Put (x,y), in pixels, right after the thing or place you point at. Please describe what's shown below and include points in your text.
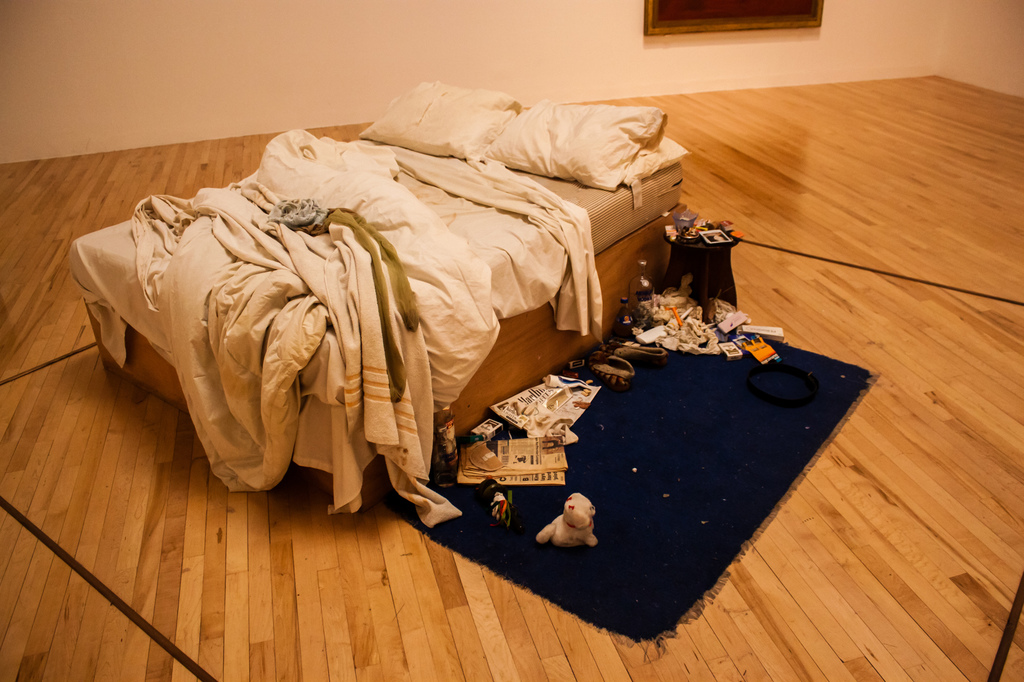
In this image, we can see a bed (582,293) contains pillows (602,151) and bed sheets (413,220). There is a carpet (606,473) in the middle of the image (650,310) contains some objects (581,517). There is a wall (471,58) at the top of the image (463,43).
